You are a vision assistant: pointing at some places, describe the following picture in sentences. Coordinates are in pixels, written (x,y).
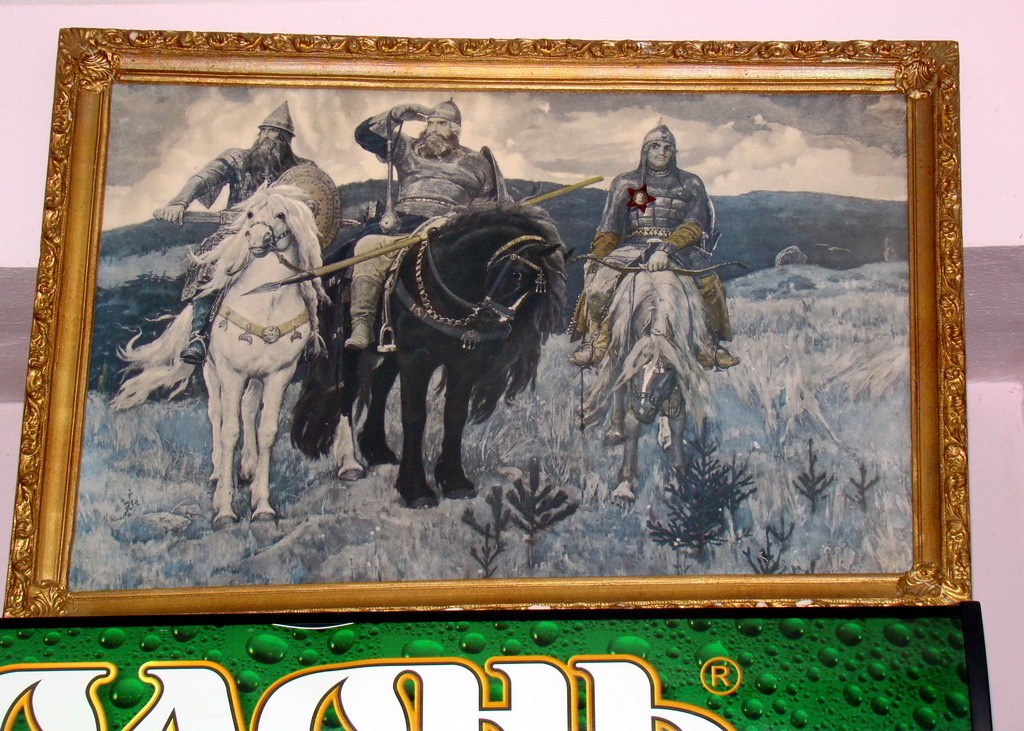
This image is having a picture frame (276,198) of three persons (296,162) sitting on horses (542,290). Middle person (417,194) is shading his eyes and there is a text (395,672) written below the picture frame (677,400).
